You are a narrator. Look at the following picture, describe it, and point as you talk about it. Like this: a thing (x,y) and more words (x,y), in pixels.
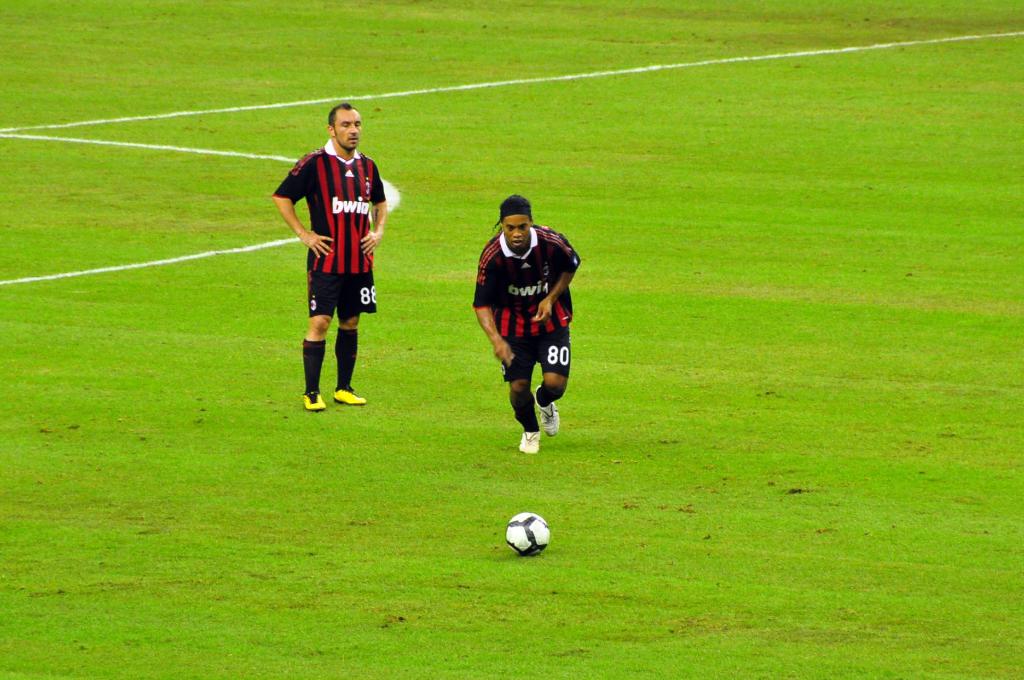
In this image I can see two persons (498,334). In front (519,328) the person (538,324) is wearing black and red color dress (534,322) and I can also see the ball (519,536) in white and black color. Background (549,106) the grass (591,135) is in green color.
